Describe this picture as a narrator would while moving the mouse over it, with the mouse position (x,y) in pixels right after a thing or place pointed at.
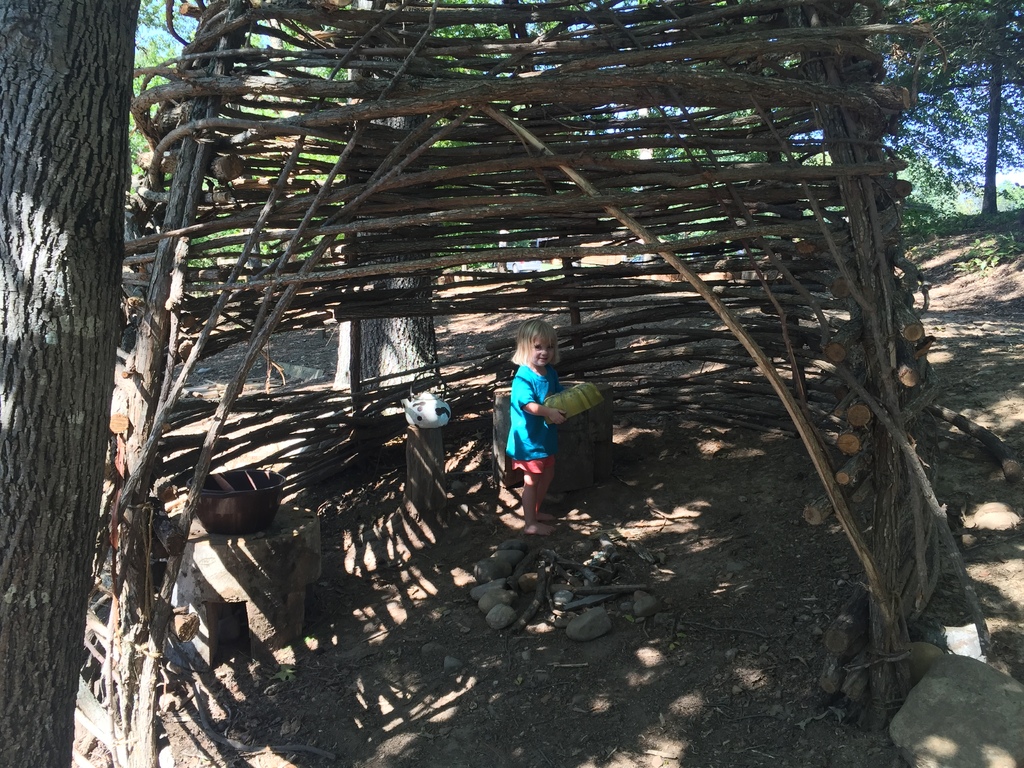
The girl (513,408) in the blue dress (518,417) is holding the green color object (556,401) in her hands (547,415). She is smiling. Beside her, we see a wooden pole (429,446) on which white color object (427,411) is placed. At the bottom (491,624), we see the stones (589,615) and the twigs (581,563). There are wooden sticks (826,330) beside her. In the right bottom (934,683), we see a stone (958,725). On the left side (10,277), we see the stem (45,482) of the tree (45,688). Beside that, we see a tub (232,522). There are trees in the background (903,152).
